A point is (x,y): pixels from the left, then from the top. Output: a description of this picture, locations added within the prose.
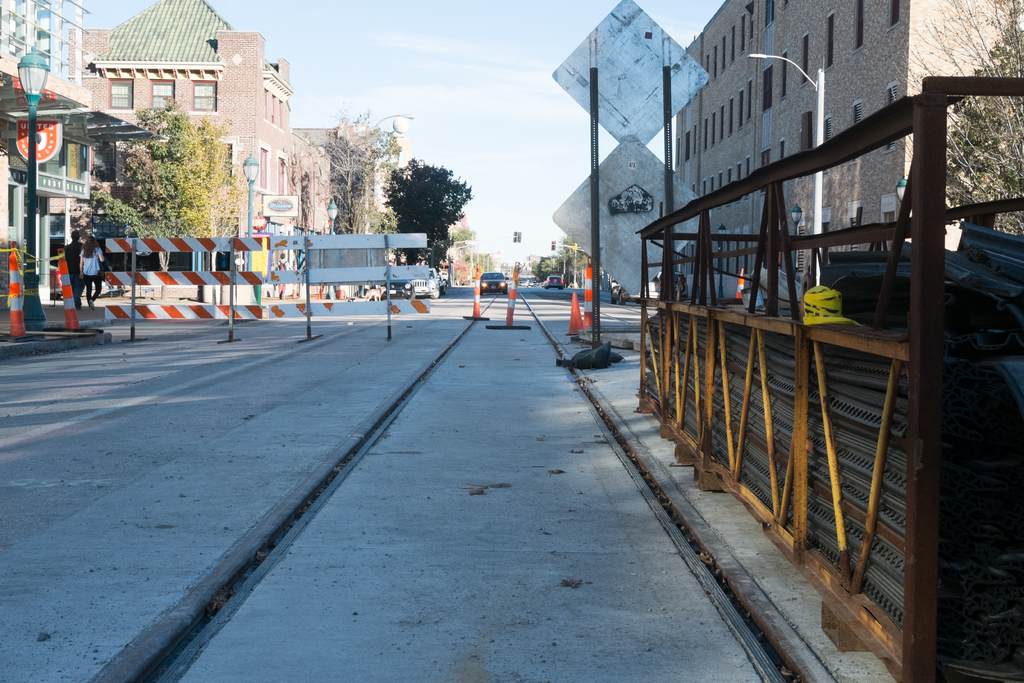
In this image we can see the barriers (310,304), trees (183,153), building (856,88), sign boards (633,151), cars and poles (32,150). There is a tree (968,162) and wooden object (906,554) on the right side of the image (927,347).
